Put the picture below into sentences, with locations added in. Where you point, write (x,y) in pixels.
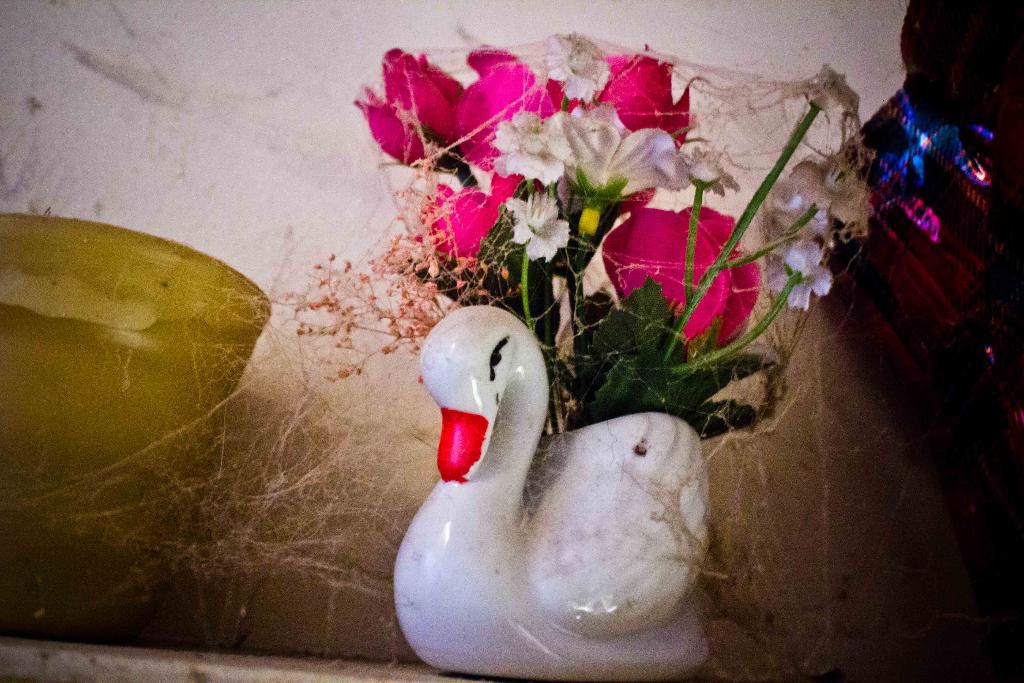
In the center of the image (481,323) there is a flower vase (486,420). In the background of the image (817,27) there is a wall (220,95). There is a flower pot (62,231).
